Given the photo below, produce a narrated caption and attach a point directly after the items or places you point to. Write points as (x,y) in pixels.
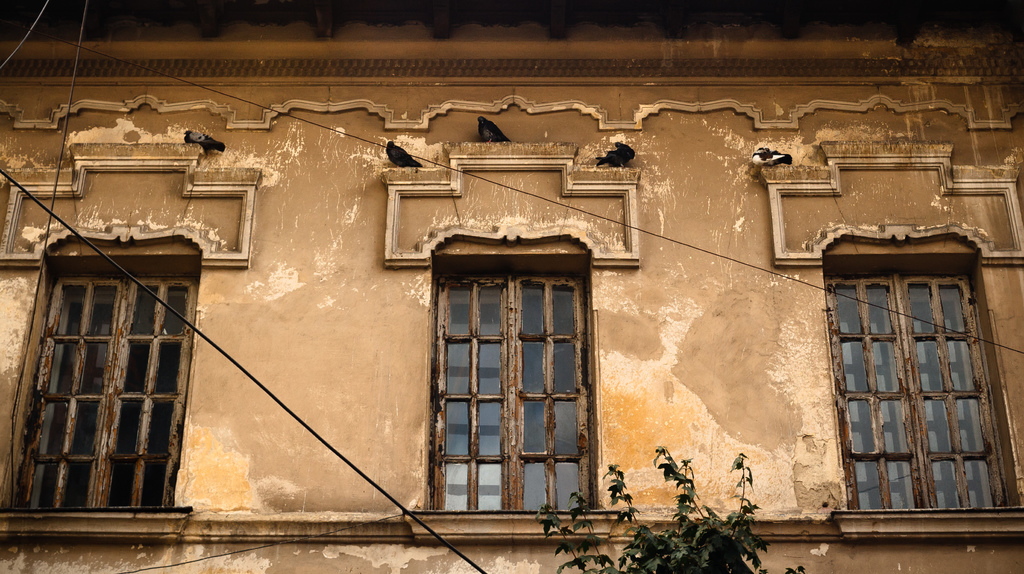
In this image there is one building (646,346) and windows (942,468), at the bottom (748,510) there is a plant (690,489) and wire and also i can see some birds (397,147).
